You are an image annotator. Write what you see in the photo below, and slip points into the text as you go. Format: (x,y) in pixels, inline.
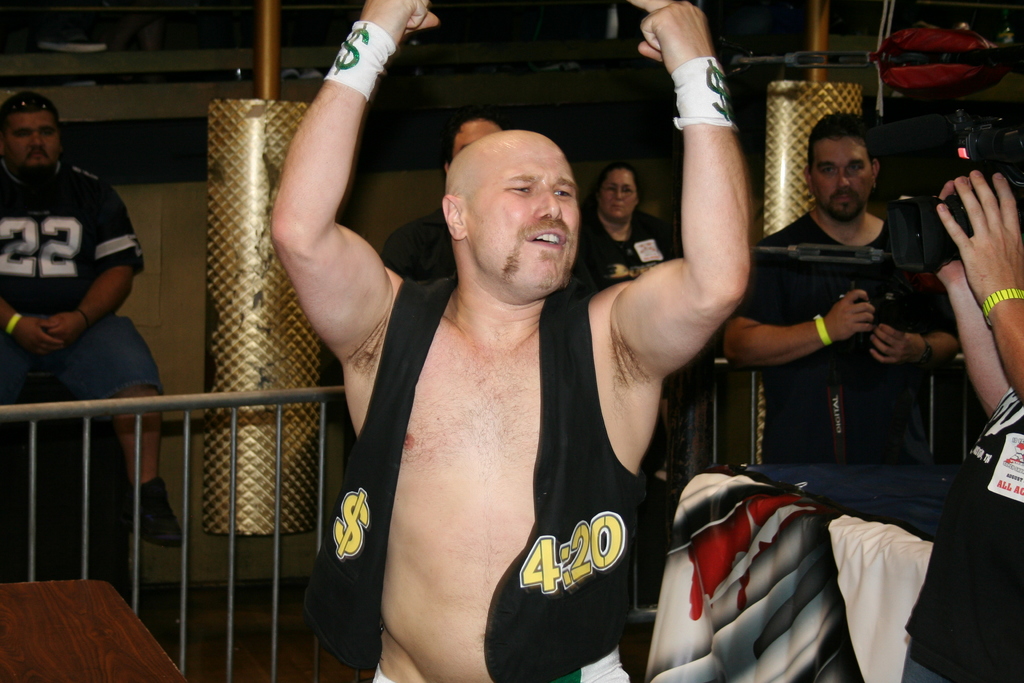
In the image there is a man (488,401) in the foreground (583,347) and behind him there are some other people (961,275), in between the people (712,148) there is a metal fencing (276,418).
